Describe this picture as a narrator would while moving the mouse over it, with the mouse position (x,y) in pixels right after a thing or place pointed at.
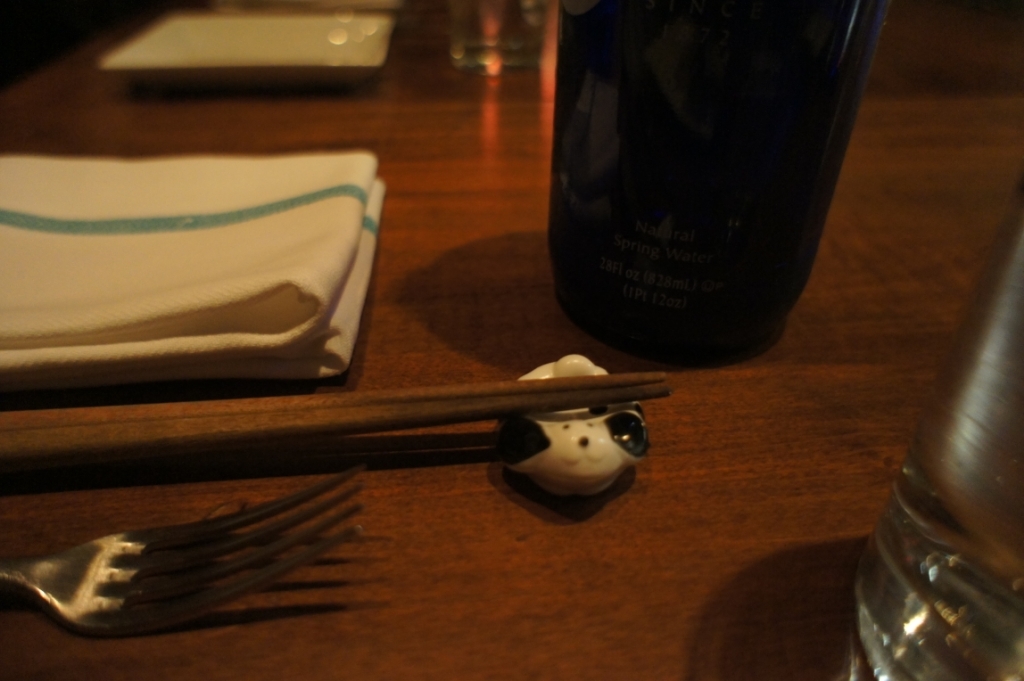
In this image, there is a table (755,662) which is in brown color, on that table (887,214) there is a fork (144,569), there is a white color cloth (184,339), there is a bottle (597,263) which is in black color, there is a white color object (642,422) kept on the table (690,425).
